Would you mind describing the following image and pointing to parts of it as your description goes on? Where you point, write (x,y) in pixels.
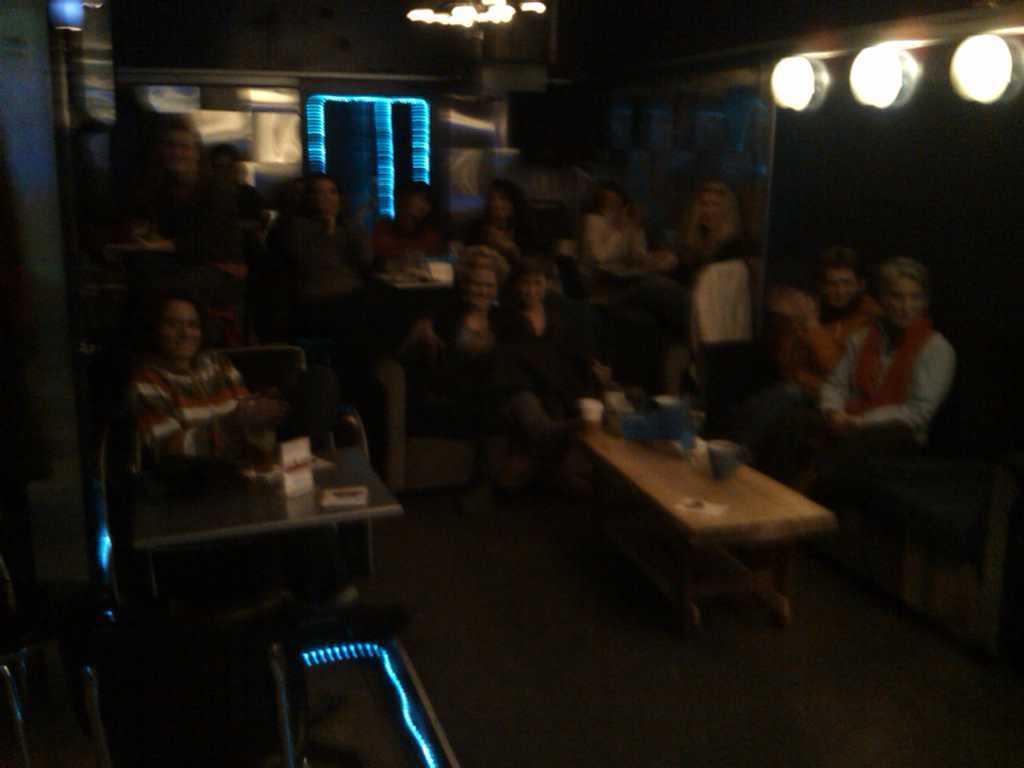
There are group of people (233,385) sitting on a sofa (422,429), chair (286,378). In front of them there are some tables (652,499). On the tables (319,480) there are cups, papers (303,469). In the back of them there is a window (350,118) lightnings (317,150). There are three lights (982,88) to the right side (982,88).
